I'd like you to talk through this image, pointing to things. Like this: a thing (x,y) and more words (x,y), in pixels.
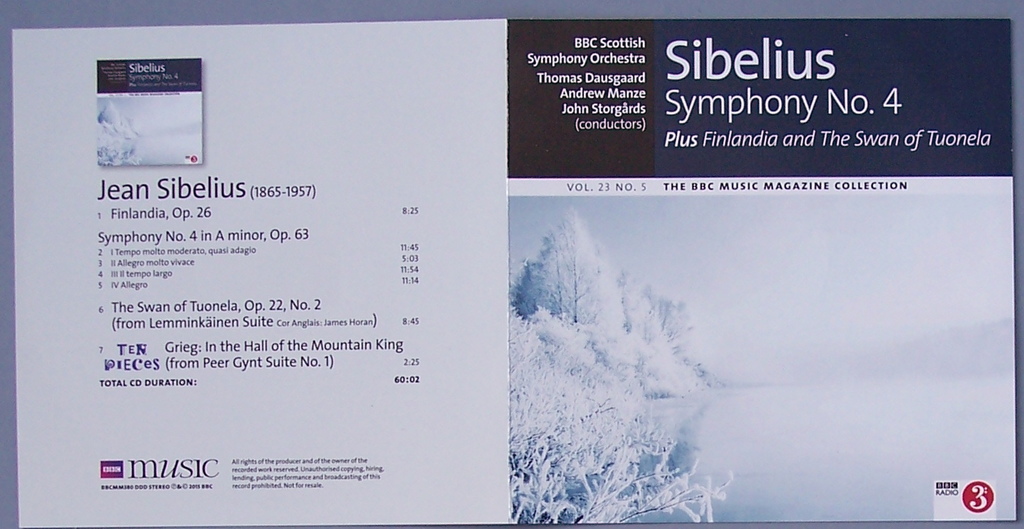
In this image there is some text (317,193) on the left side (207,412), and on the right side (711,490) there are some trees (633,317) and snow (597,398) it seems that this is a poster.
